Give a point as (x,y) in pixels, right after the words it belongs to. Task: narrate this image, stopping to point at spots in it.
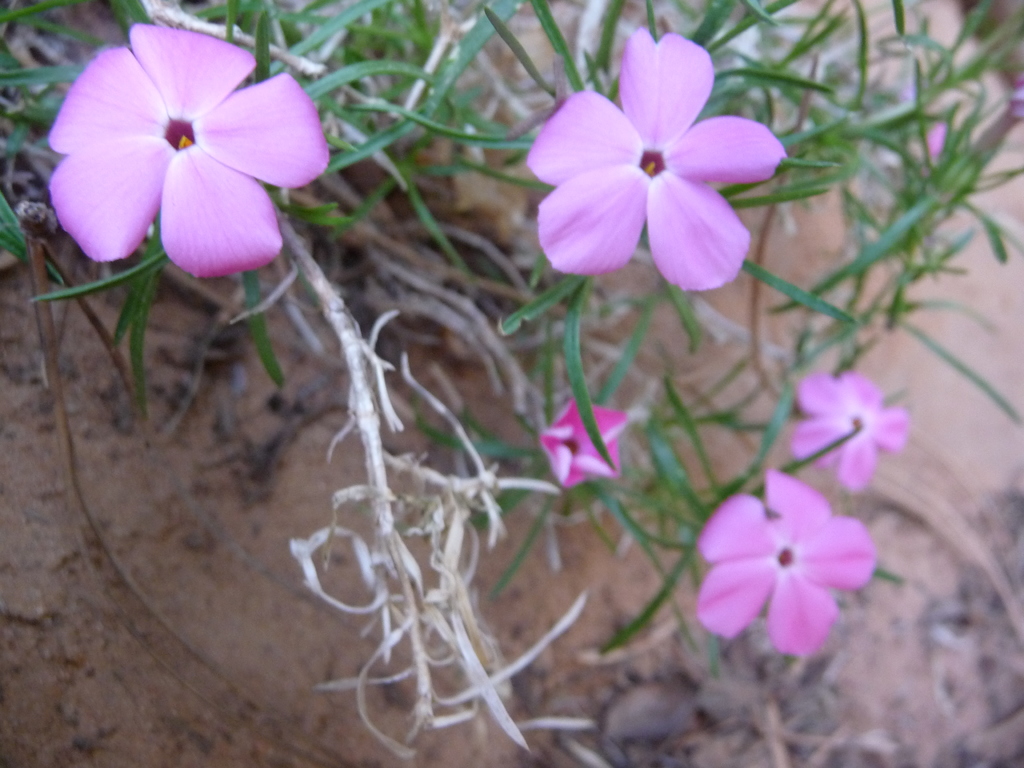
It is a zoom in picture of pink color flowers (553,167) to the plant (589,186).
